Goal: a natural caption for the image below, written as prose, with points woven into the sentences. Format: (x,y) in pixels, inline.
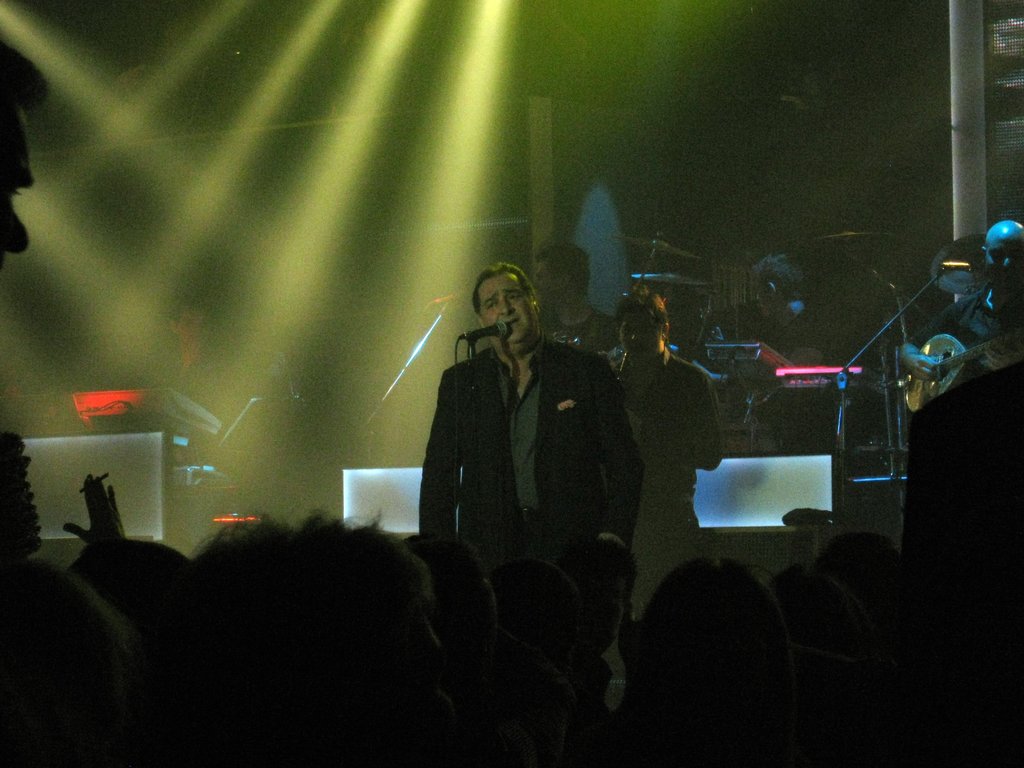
At the bottom of the image (476,671), we can see people (755,659). In the middle of the image (549,395), we can see a man (551,405) is standing. He is wearing a coat (507,440). In front of the man (469,376), we can see a stand (470,353) and mic (473,340). In the background (1023,287), people (670,325) are playing musical instruments (214,429). There is a pole (974,140) in the right top of the image (969,33).
